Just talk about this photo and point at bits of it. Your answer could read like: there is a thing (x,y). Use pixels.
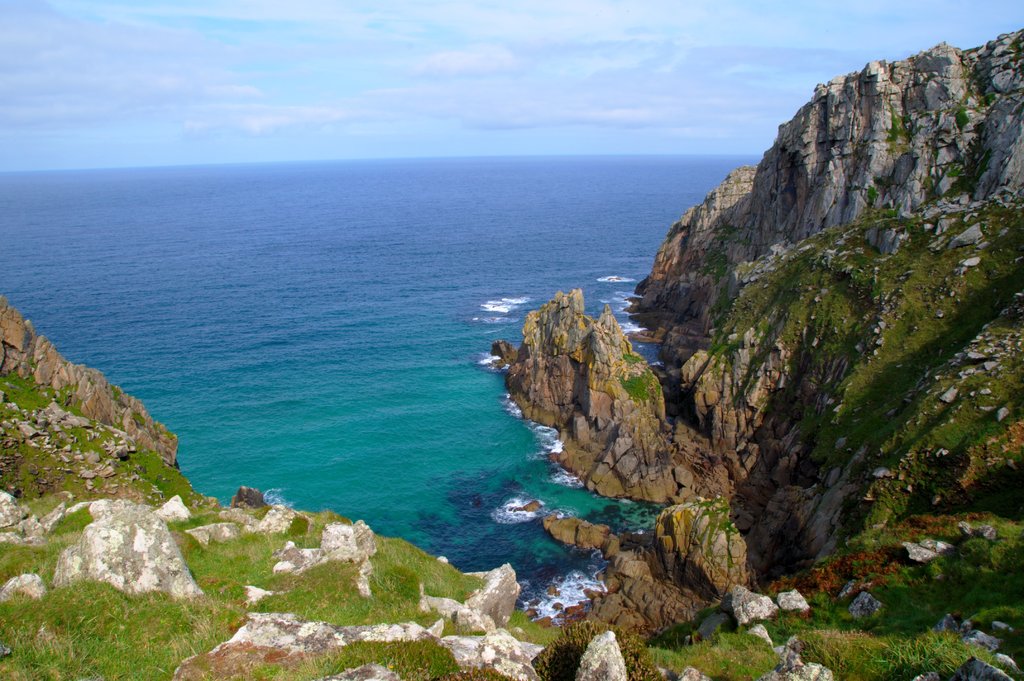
In this image I can see rocky mountains (764,634) in the front (565,454). In the background (330,351) I can see water (458,238), clouds (587,16) and the sky (362,88).
